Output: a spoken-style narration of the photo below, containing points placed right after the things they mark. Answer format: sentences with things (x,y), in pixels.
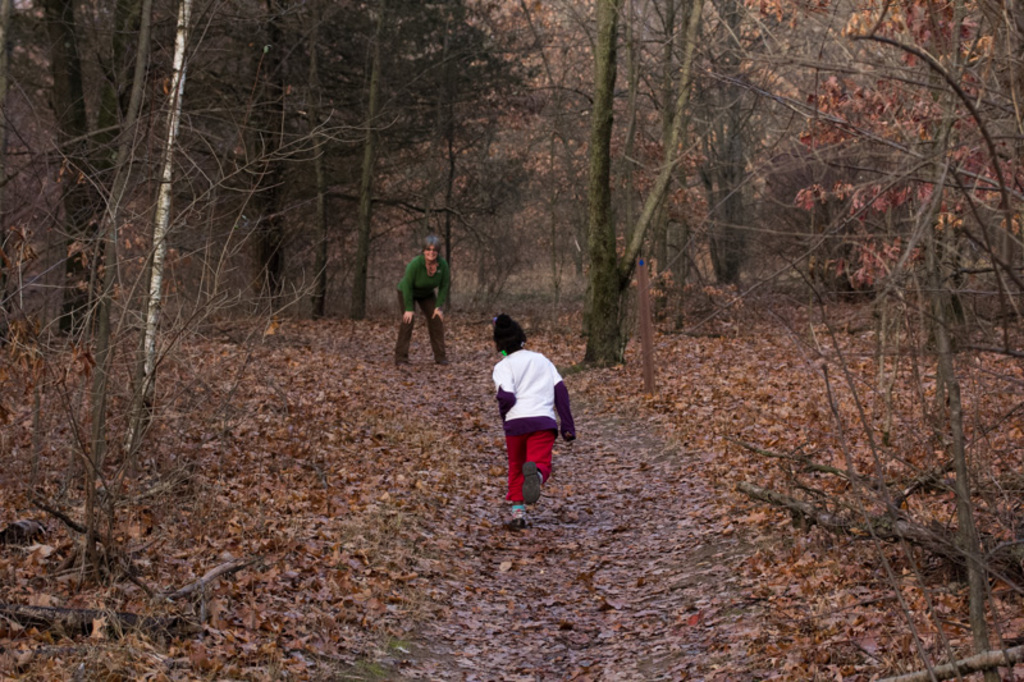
Here we can see dried leaves (347,444), people (425,270) and trees (564,63).
